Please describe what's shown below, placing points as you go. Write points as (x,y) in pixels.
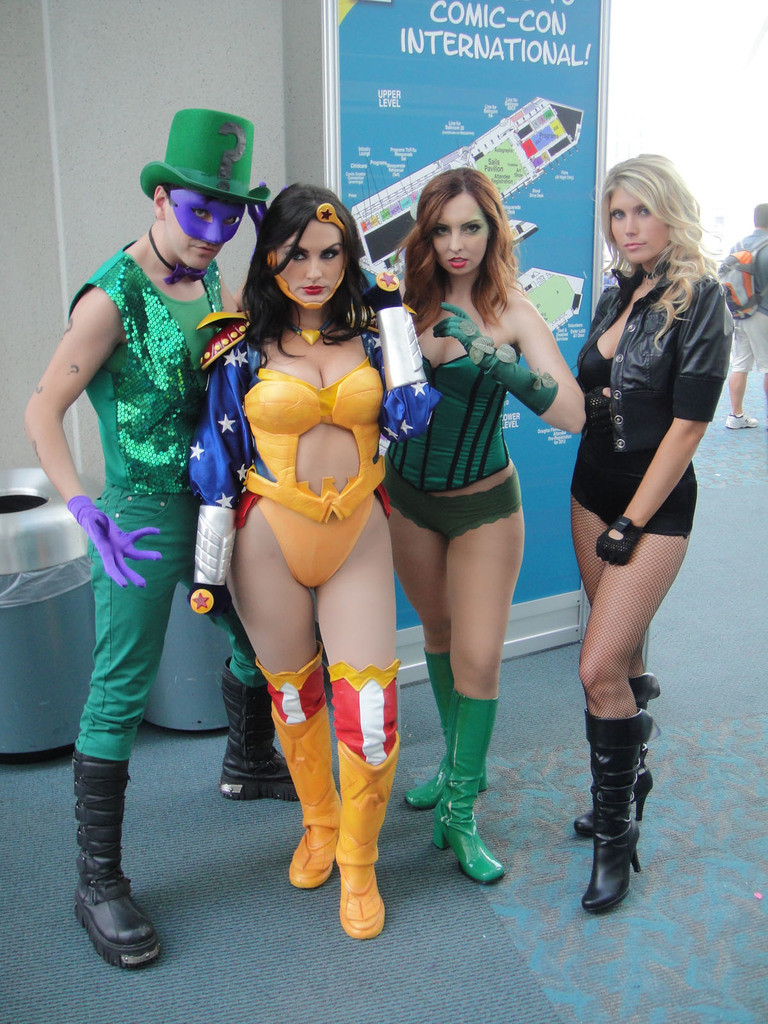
In this picture I can see 3 women (307,370) and a man (191,434) who are standing in front (191,375) and I see that they're wearing costumes (133,476). In the background (430,31) I can see the wall (247,8) and I see a board (474,125) on which there is something written and on the right side of this picture (753,343) I can see a person (740,349) who is carrying a bag (741,291).
